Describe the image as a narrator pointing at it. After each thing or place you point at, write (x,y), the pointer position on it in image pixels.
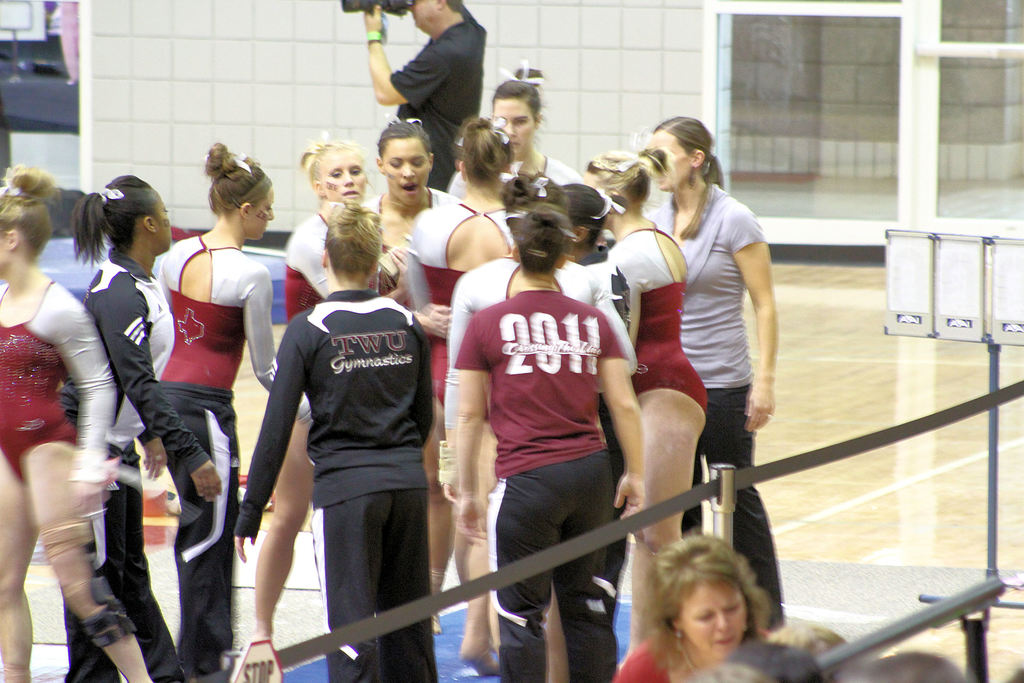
In this image I can see number of people (451,236) are standing. I can see most of them are wearing same colour of dress (538,340) and here I can see something is written on their dresses (381,338). In the background (415,72) I can see one man (433,72) is standing and holding a camera (400,4).
